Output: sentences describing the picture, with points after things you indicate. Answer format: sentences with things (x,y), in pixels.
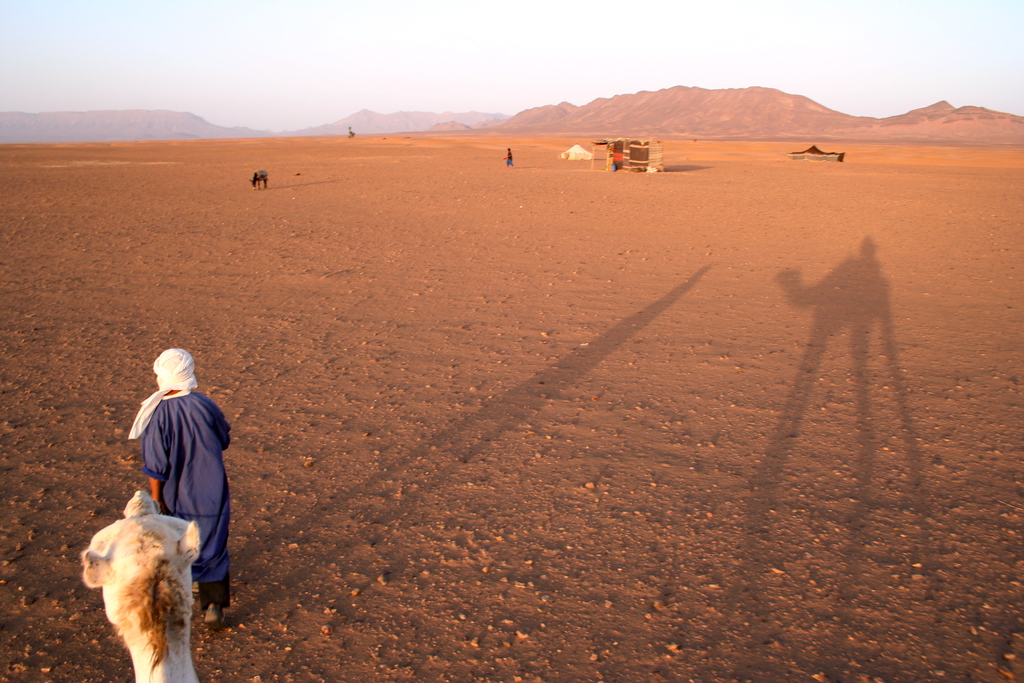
In the image on the left side (224,506) we can see one person (173,506) walking and we can see one animal (141,522) back of him. In the background (242,81) we can see sky (854,83), hill (649,114), hut (611,161), one animal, one person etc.
